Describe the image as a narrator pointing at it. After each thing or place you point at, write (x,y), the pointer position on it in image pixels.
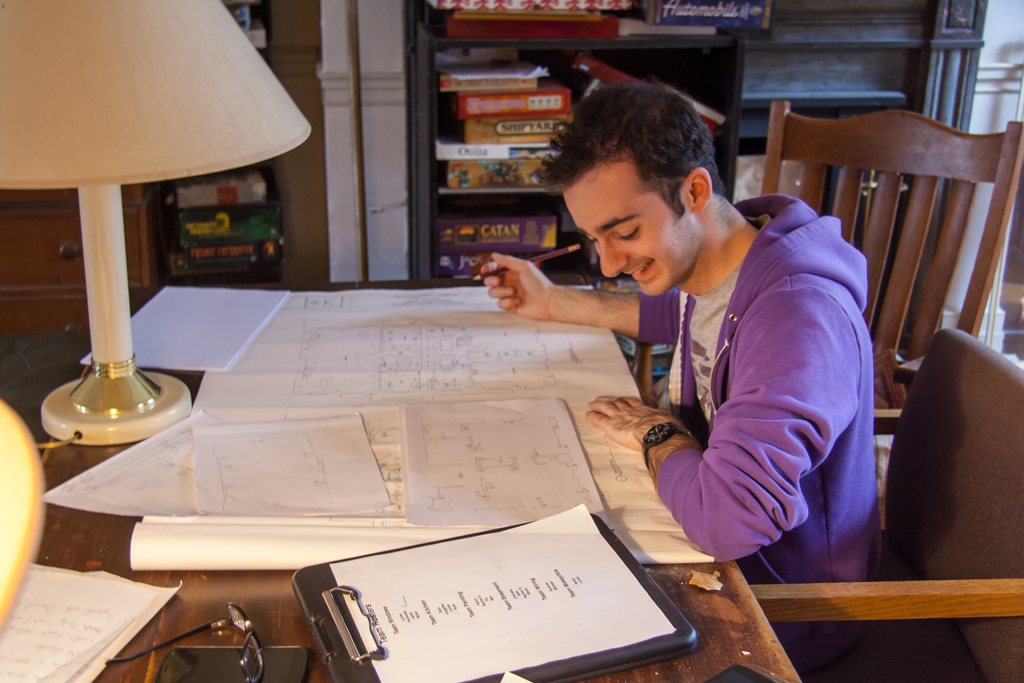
In the image we can see there is a man (788,202) who is sitting on chair (926,487) and in front of him there is a table (76,548) on which there are papers (451,392) and chart (342,356).
